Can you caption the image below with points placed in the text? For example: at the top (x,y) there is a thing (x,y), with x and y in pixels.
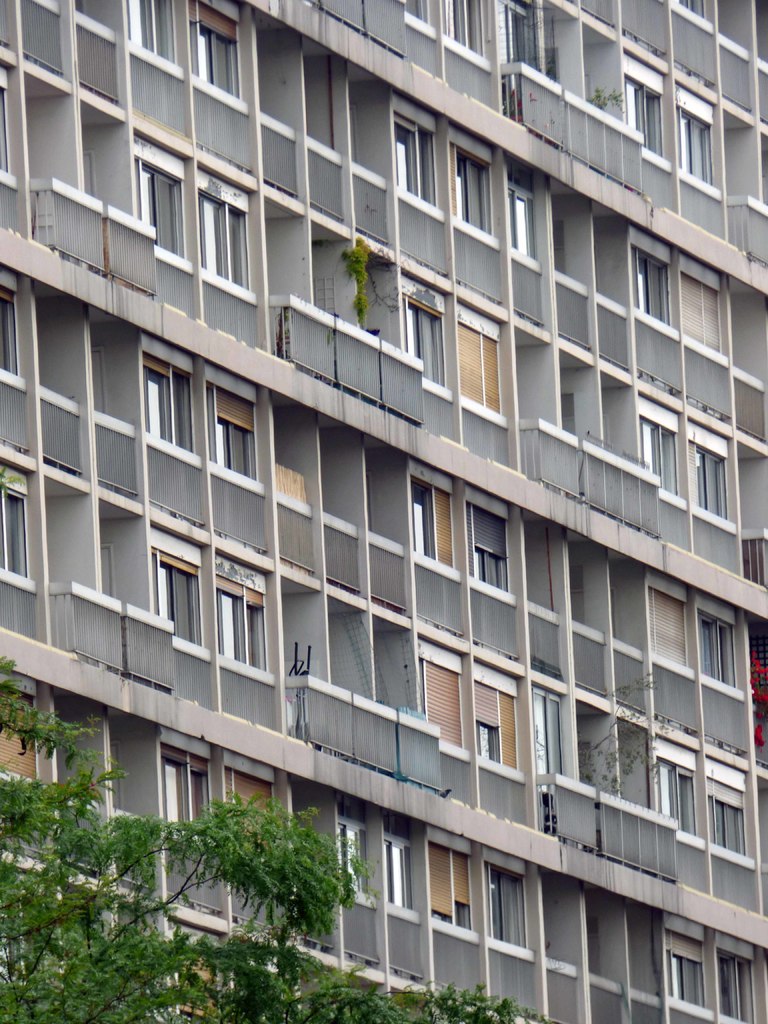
In this image there is a tree (435,1023) and a building (47,653).
